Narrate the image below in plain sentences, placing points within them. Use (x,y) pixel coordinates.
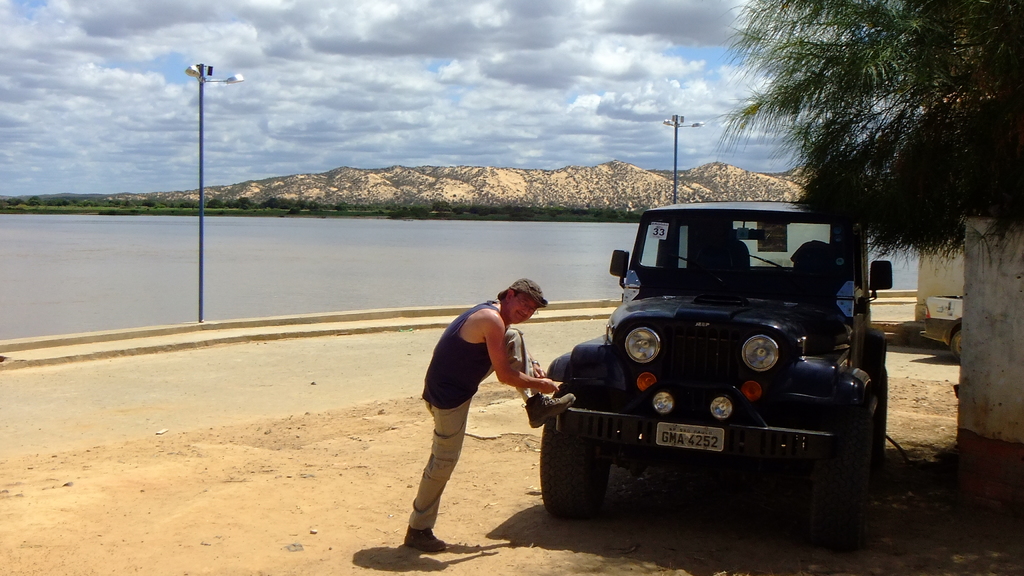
In the middle of the image (501,365) we can see a man (501,365), in front of him we can see a vehicle (710,349) and a tree (862,120), in the background (621,161) we can find few poles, water (437,222), hills (420,180), few more trees (116,212) and clouds (365,78).
